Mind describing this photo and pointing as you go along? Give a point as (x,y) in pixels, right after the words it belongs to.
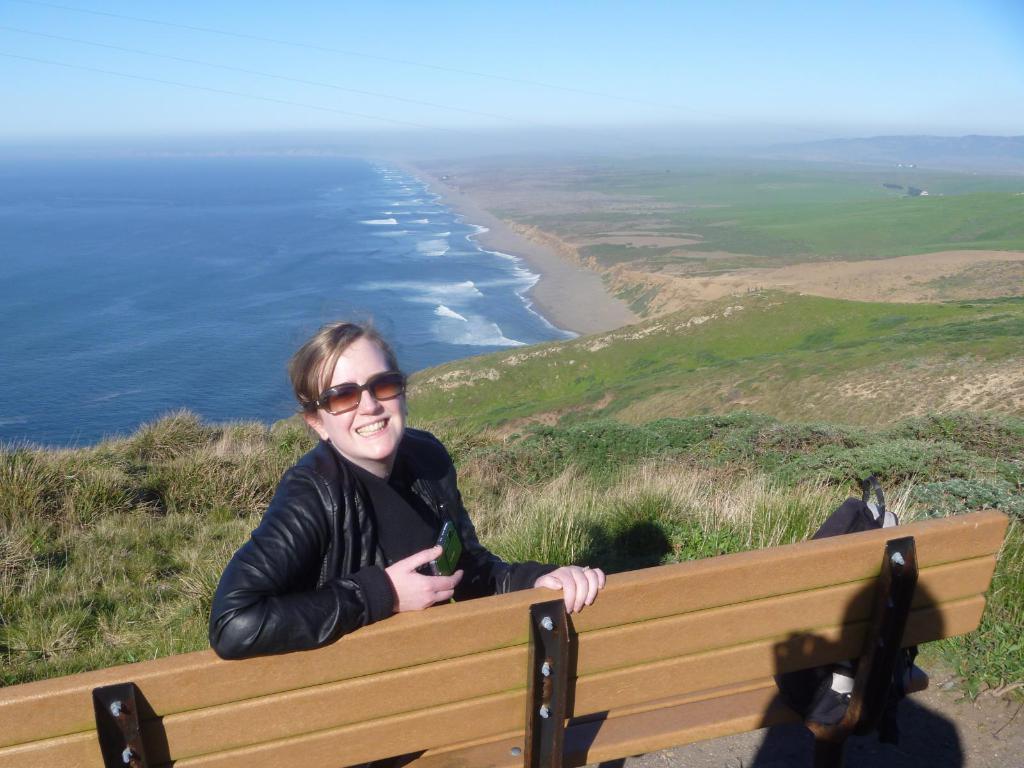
In the image we can see there is a woman (411,595) sitting on the bench (584,635) and wearing black colour jacket (354,527) and sunglasses (337,407). Behind there is water (324,267) and the ground (749,191) is covered with grass (27,534).
